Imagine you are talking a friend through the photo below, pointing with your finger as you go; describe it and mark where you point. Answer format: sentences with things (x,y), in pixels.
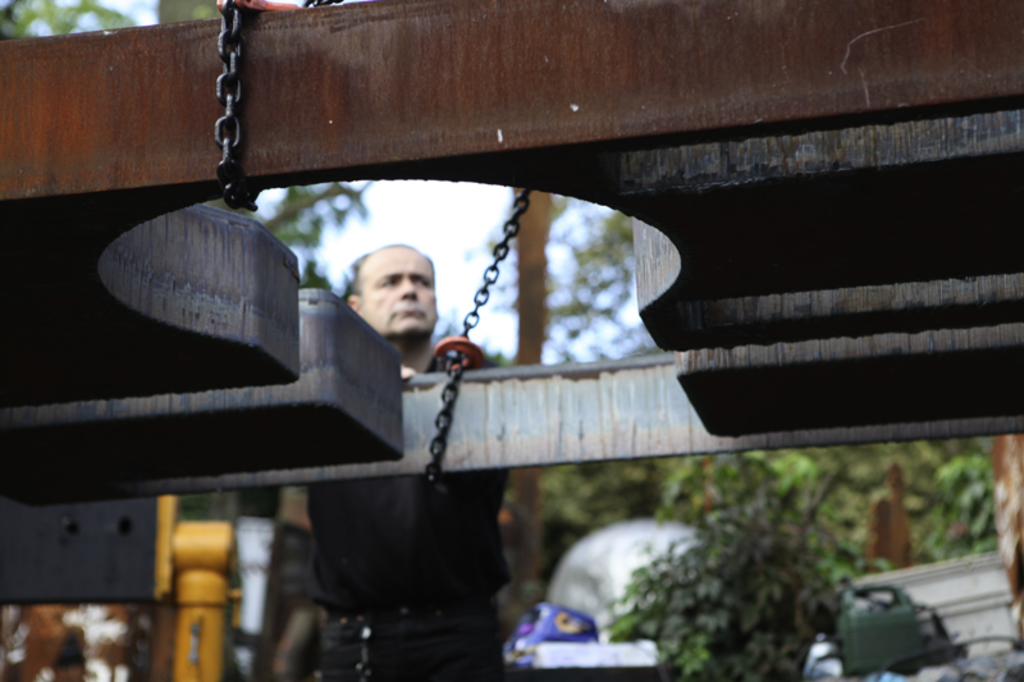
In this picture we can see a metal object (68,416) with chains (237,134), man (381,266) standing, trees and some objects (848,672) and in the background (432,197) we can see the sky (477,257) and it is blurry.
